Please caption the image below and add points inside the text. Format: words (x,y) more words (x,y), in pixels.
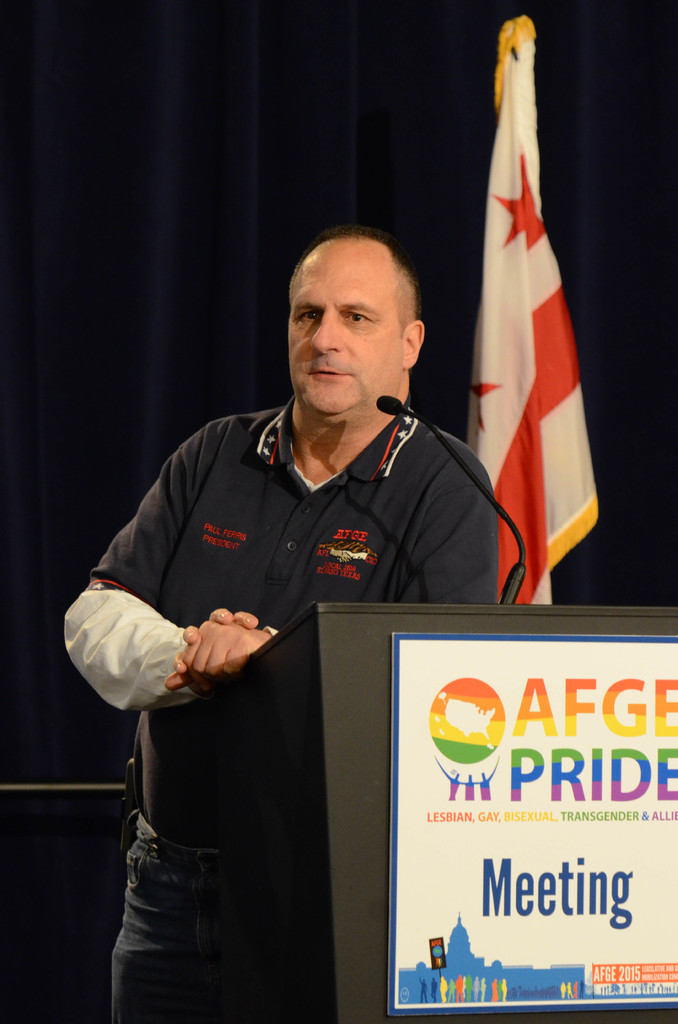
In this image, we can see a person (239,596) is standing near the podium (319,645). Here we can see a microphone (398,414) and board (503,945). Background (581,580) there is a flag (510,263) and curtain (303,169).
